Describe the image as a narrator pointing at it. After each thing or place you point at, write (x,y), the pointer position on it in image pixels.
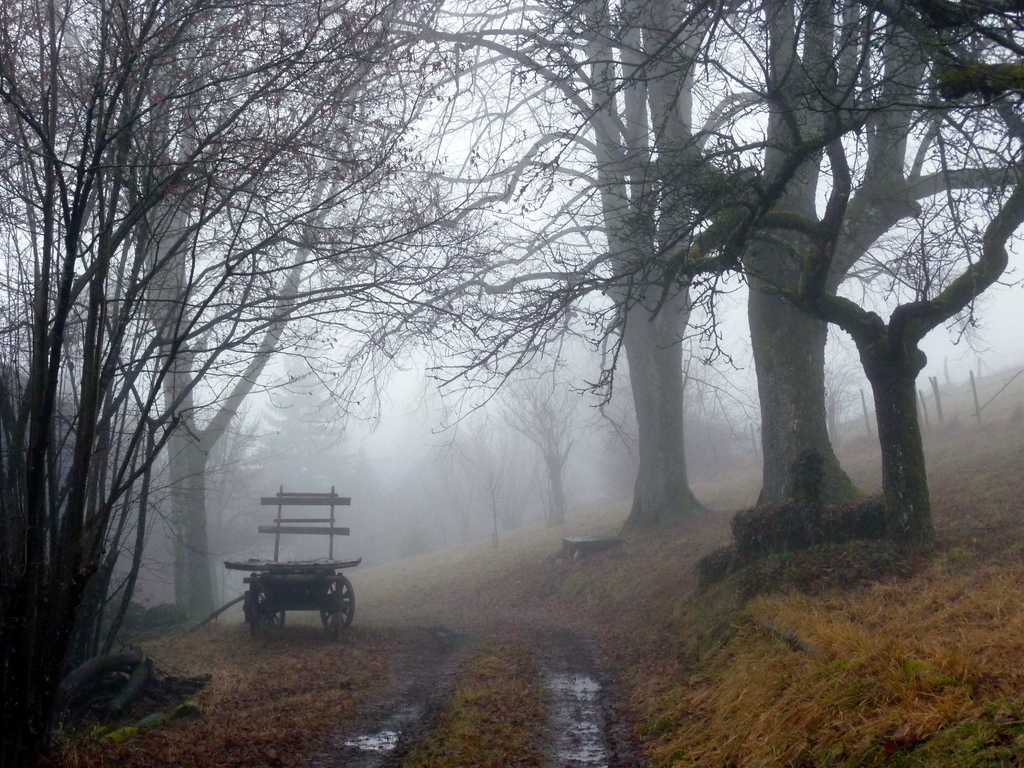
In the foreground of this image (538,709), there is a path (551,691) to which trees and grass (783,670) on the either side and in the background (300,544), there are trees (477,435) and the sky (456,153).
